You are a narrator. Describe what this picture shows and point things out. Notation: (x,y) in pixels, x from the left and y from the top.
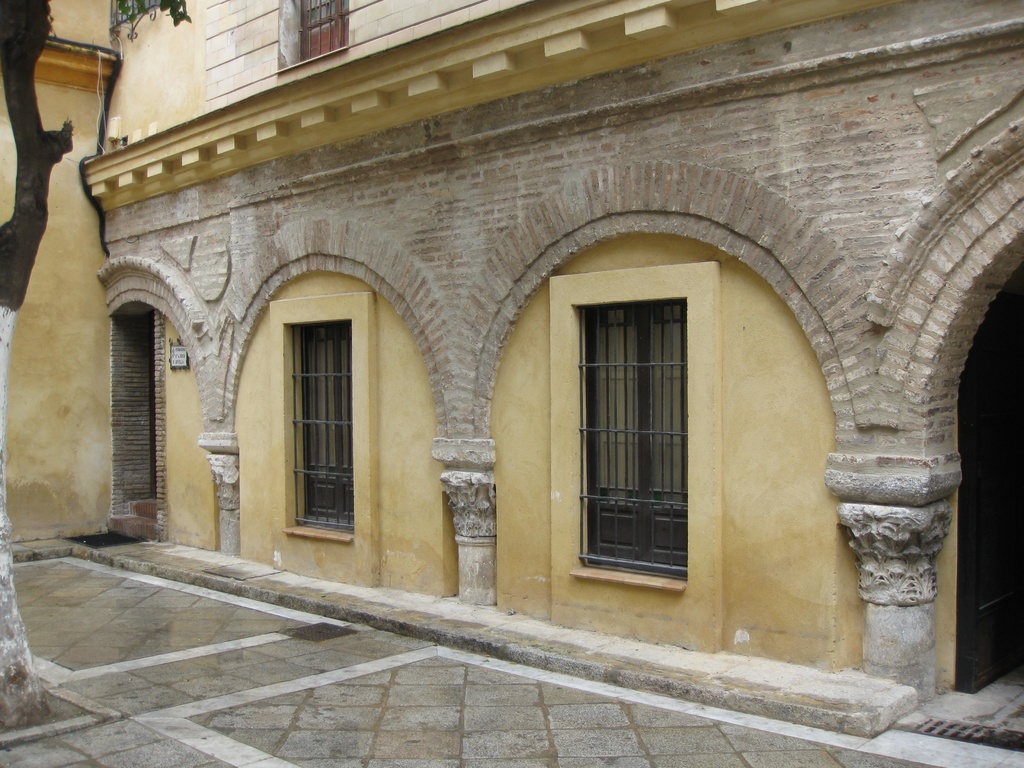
In the center of the image (450,382) we can see windows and building (464,185).
